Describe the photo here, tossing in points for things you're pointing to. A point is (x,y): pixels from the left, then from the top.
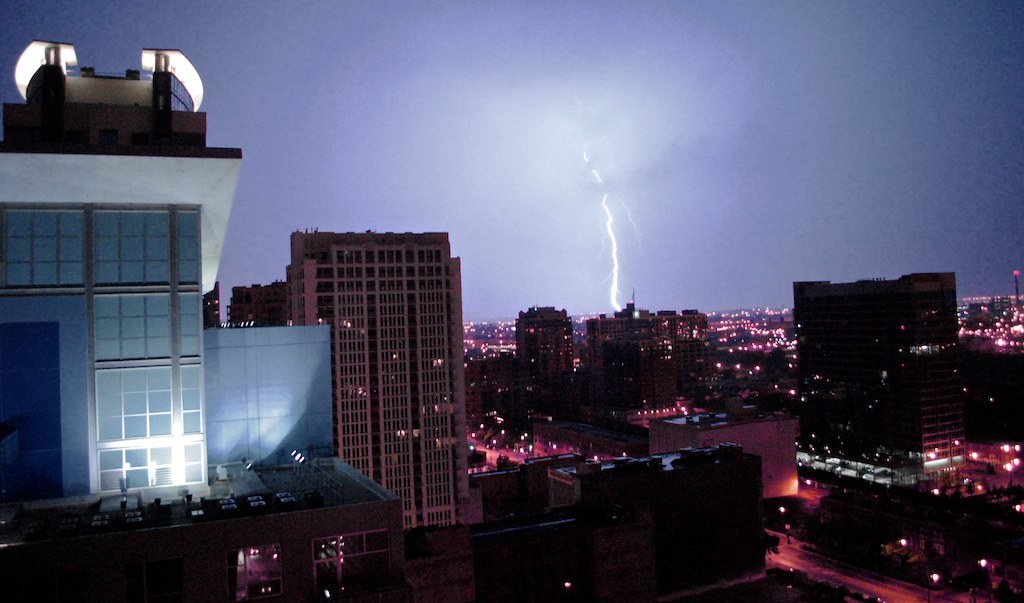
Here we can see buildings (366,330) with glass windows (390,380). Far there is a thunder (614,256) and lights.
